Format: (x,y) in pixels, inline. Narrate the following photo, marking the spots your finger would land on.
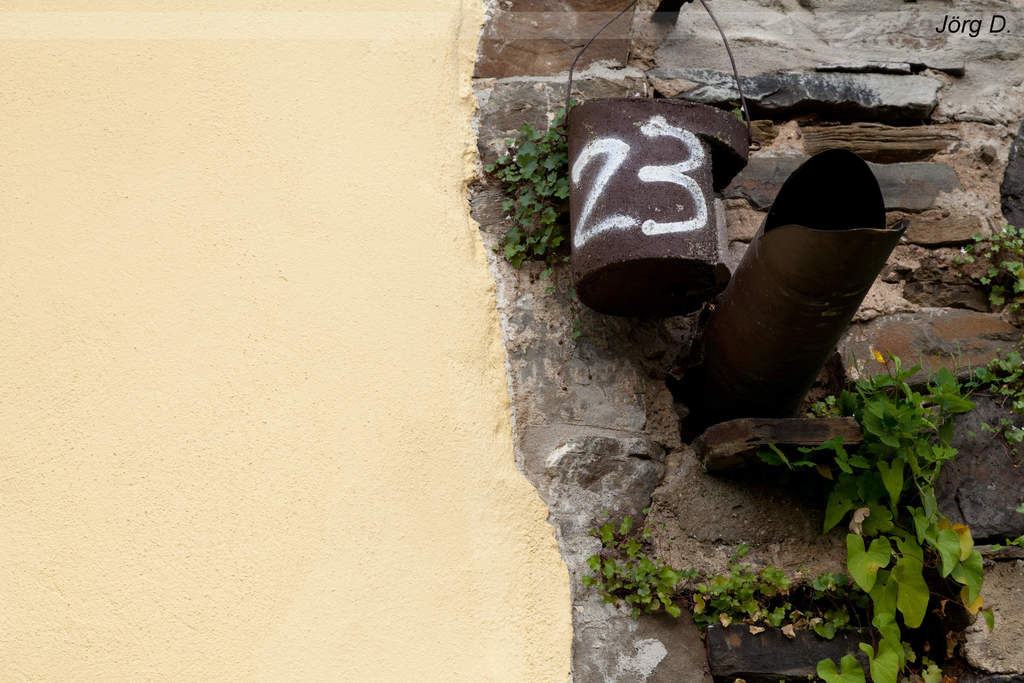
In this image I can see the cream colored wall (303,404) and the wall (747,533) which is made up of rocks (805,537). I can see few plants (905,591) which are green in color and few brown colored objects (761,251) to the wall (950,153).
